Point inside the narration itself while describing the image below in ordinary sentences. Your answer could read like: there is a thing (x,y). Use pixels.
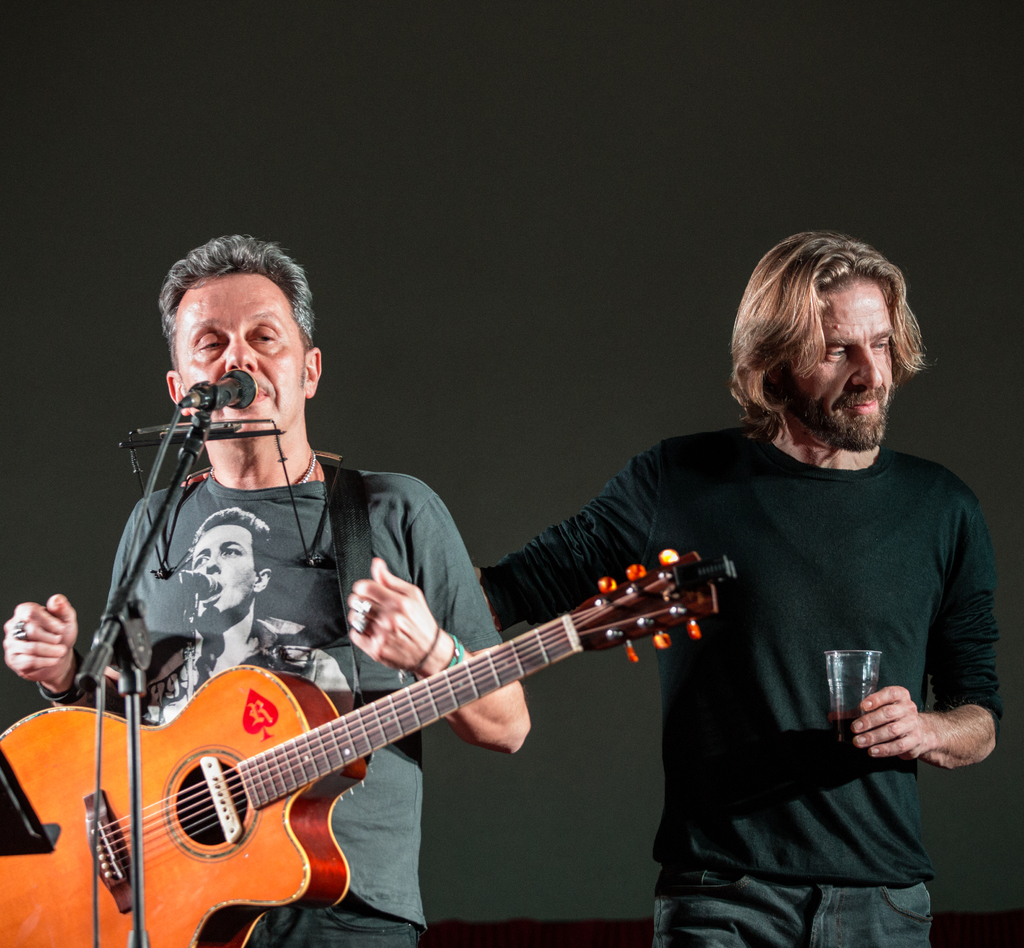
In this picture we can see two persons (398,608), the left side man (268,449) is singing and holding a guitar (227,687) in front of microphone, the right side person (772,584) is holding a glass (849,683) in his hands (886,710).
